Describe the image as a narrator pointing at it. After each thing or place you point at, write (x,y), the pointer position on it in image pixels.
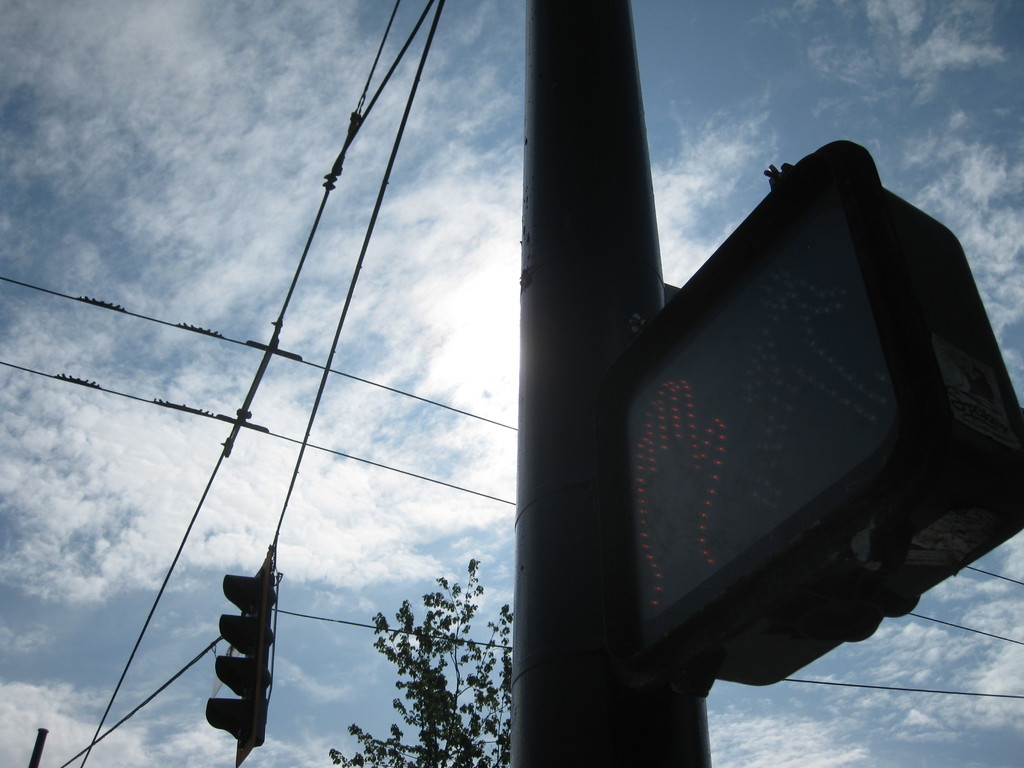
In this image we can see a pole (579,401) with display board (701,554) on it. In the background (243,669), we can see traffic lights (273,602) with some cables (160,688), tree (405,626) and the cloudy sky (244,289).
